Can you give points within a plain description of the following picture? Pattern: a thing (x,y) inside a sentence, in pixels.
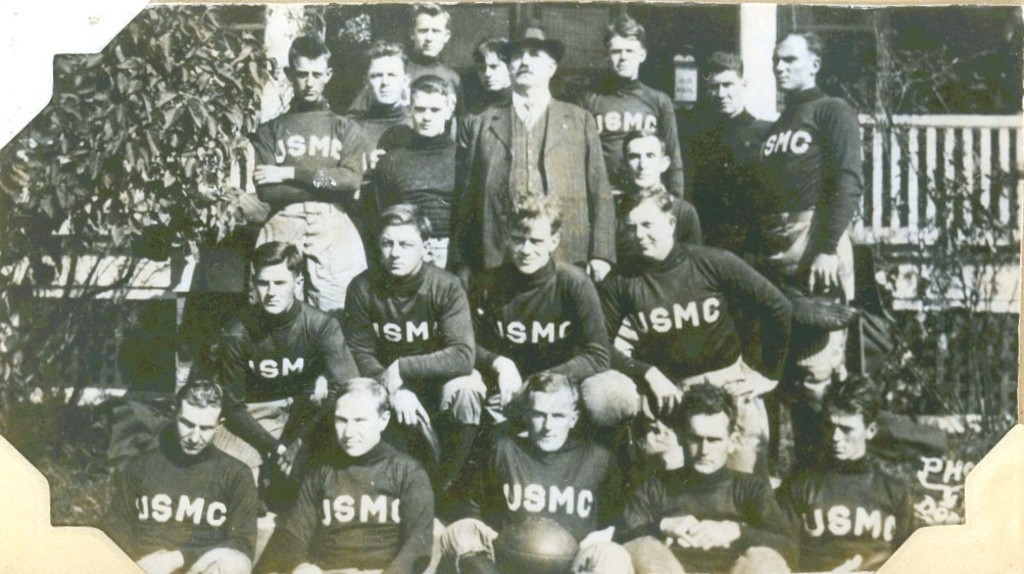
This is a black and white image. In this image we can see there are people (765,349), trees (64,174) and grille (970,116). There is something written on the t-shirts (575,338).
